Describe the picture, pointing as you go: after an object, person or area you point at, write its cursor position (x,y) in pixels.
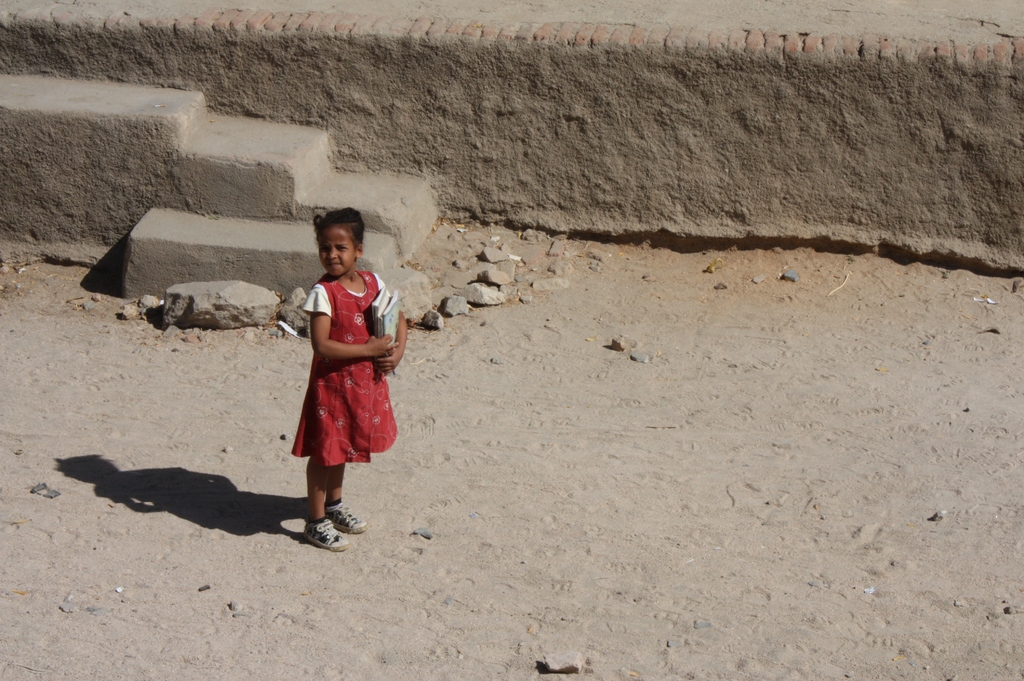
In this picture we can see a girl (343,220) in a red dress (358,299) holding books (376,306) in her hands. She is standing on the ground (240,472) and looking at someone. Behind her we can see a brick wall (488,204), stones (186,316) & stairs (216,187).
